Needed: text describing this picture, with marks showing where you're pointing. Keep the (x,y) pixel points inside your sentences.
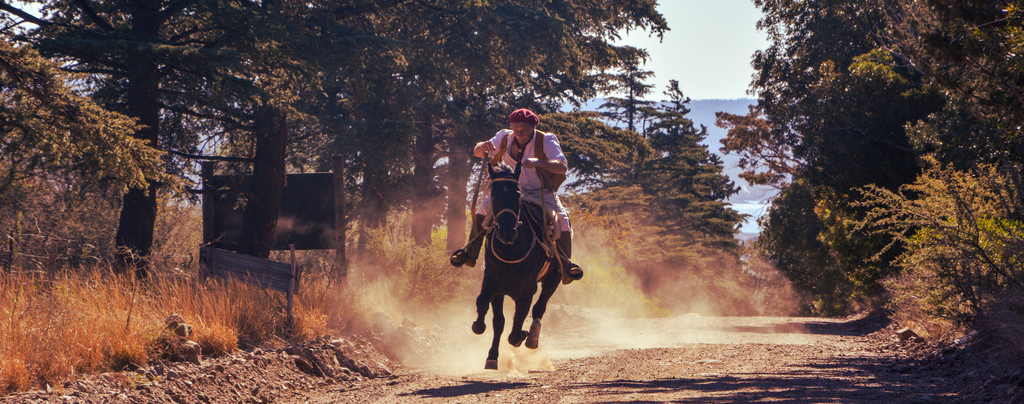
In the middle of the image (552,165), there is a person (522,116) in white color dress (530,181), riding a horse (509,186) on the road (485,397). Beside this horse (483,290), there is dust (591,309). On both sides of this road (637,395), there are trees (613,39) and plants (381,226). In the background (699,117), there is a mountain (719,139) and there is sky (692,24).
